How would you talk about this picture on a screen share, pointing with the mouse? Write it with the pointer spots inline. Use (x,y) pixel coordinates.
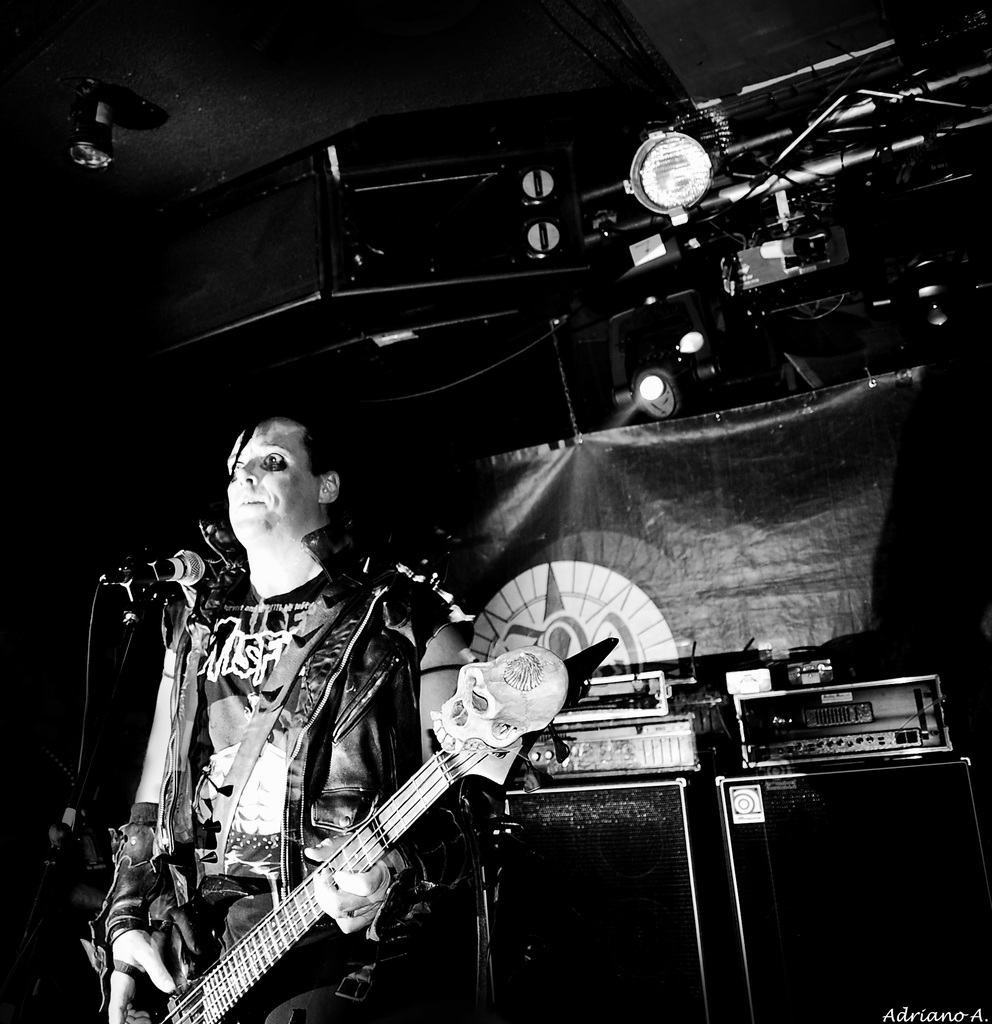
This picture is in black and white. Towards the left (273,433) there is a person (347,881) wearing a jacket (381,652) and holding a guitar (303,927). In the background (832,810) there are sound speakers (831,815), stands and lights (701,344).
